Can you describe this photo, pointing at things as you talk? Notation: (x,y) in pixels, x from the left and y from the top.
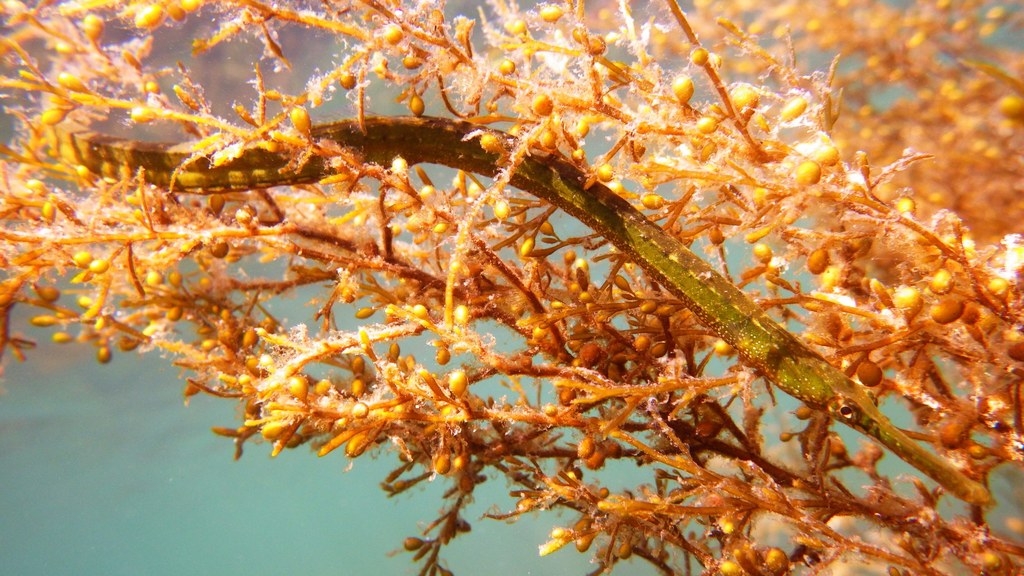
We can see stems (558,359). In the background (293,550) it is green color.
